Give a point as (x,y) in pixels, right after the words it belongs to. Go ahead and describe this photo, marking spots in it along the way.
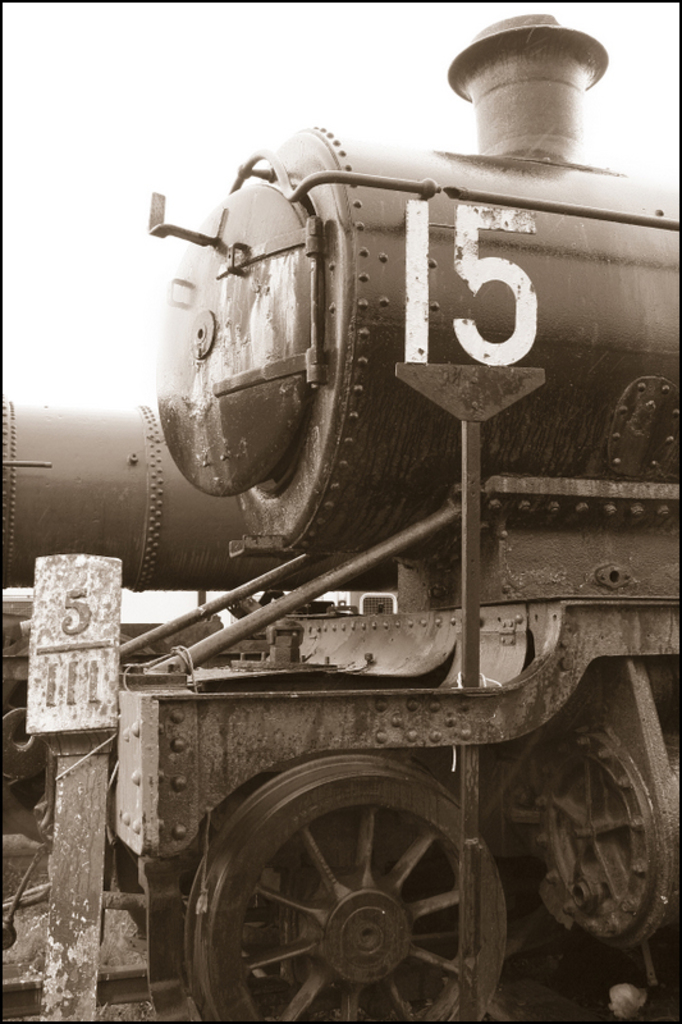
In the picture we can see a rail engine (493,871) with a smoke exhaust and wheels (323,794) of it and near to it we can see a board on it with a number 5/111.
